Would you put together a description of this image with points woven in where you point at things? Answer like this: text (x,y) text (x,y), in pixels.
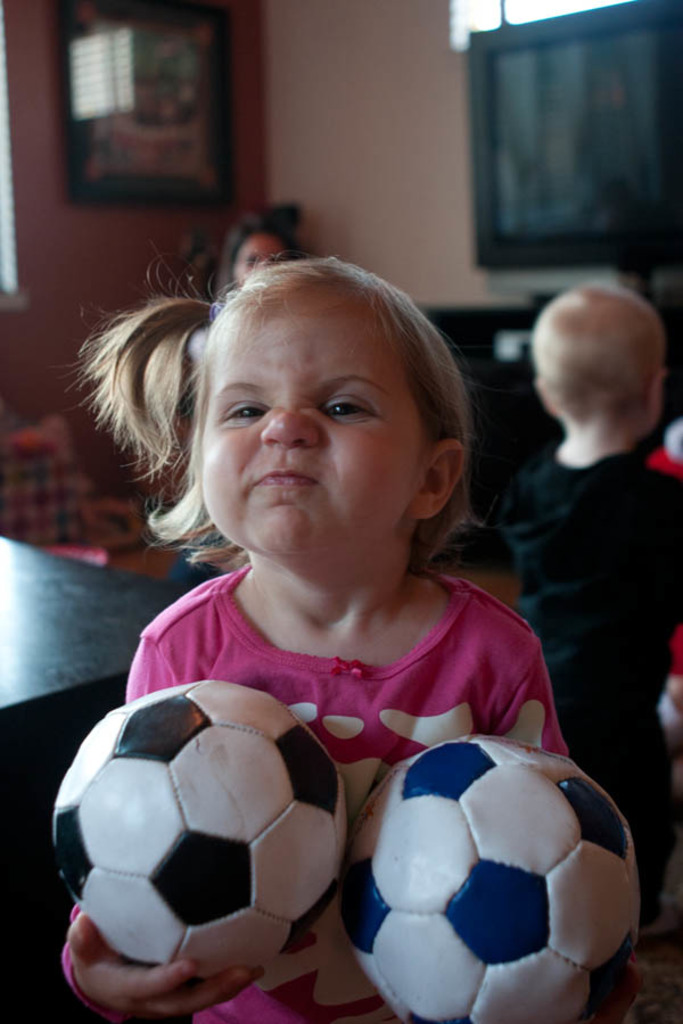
In this picture there is a girl (434,575) wearing a pink dress (374,752) and she is holding the two balls (267,698) in the hands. In the background (319,183) there is a television (600,142), a wall (72,428) and two more persons (659,476).
